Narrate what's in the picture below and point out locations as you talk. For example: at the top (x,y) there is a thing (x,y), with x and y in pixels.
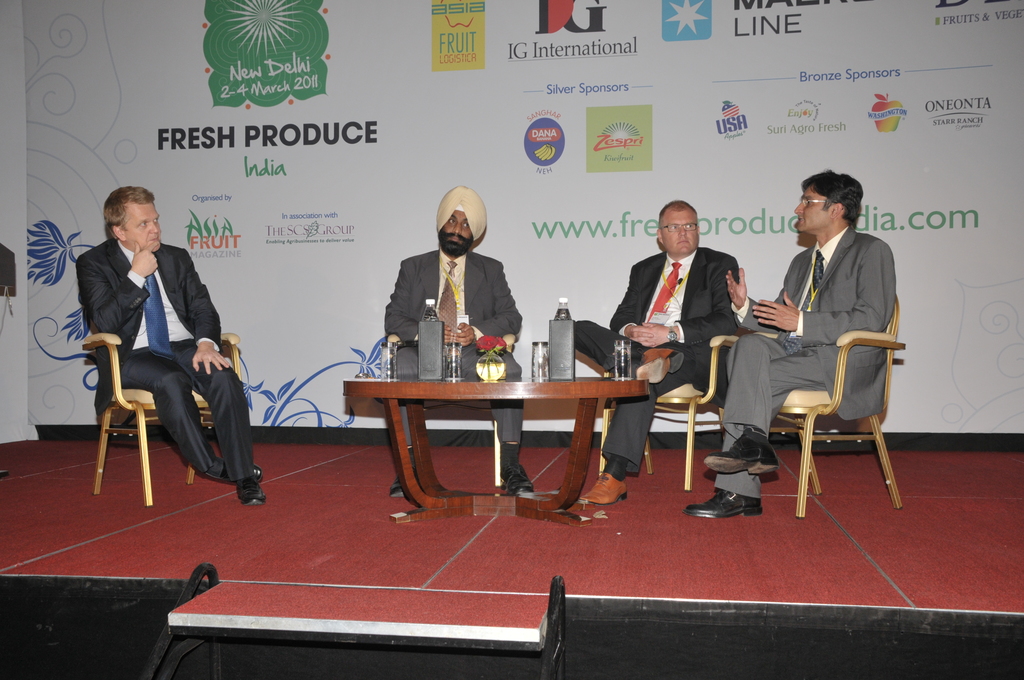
The picture is clicked on a stage (322,455) where there are four people (400,313) sitting on the chairs (802,414), where there are glass water bottles (459,357), a flower vase (489,371) on top of the table (520,501). In the background (71,123) we observe a big poster (87,246) is attached among them few are Fresh produce, IG international, USA.
